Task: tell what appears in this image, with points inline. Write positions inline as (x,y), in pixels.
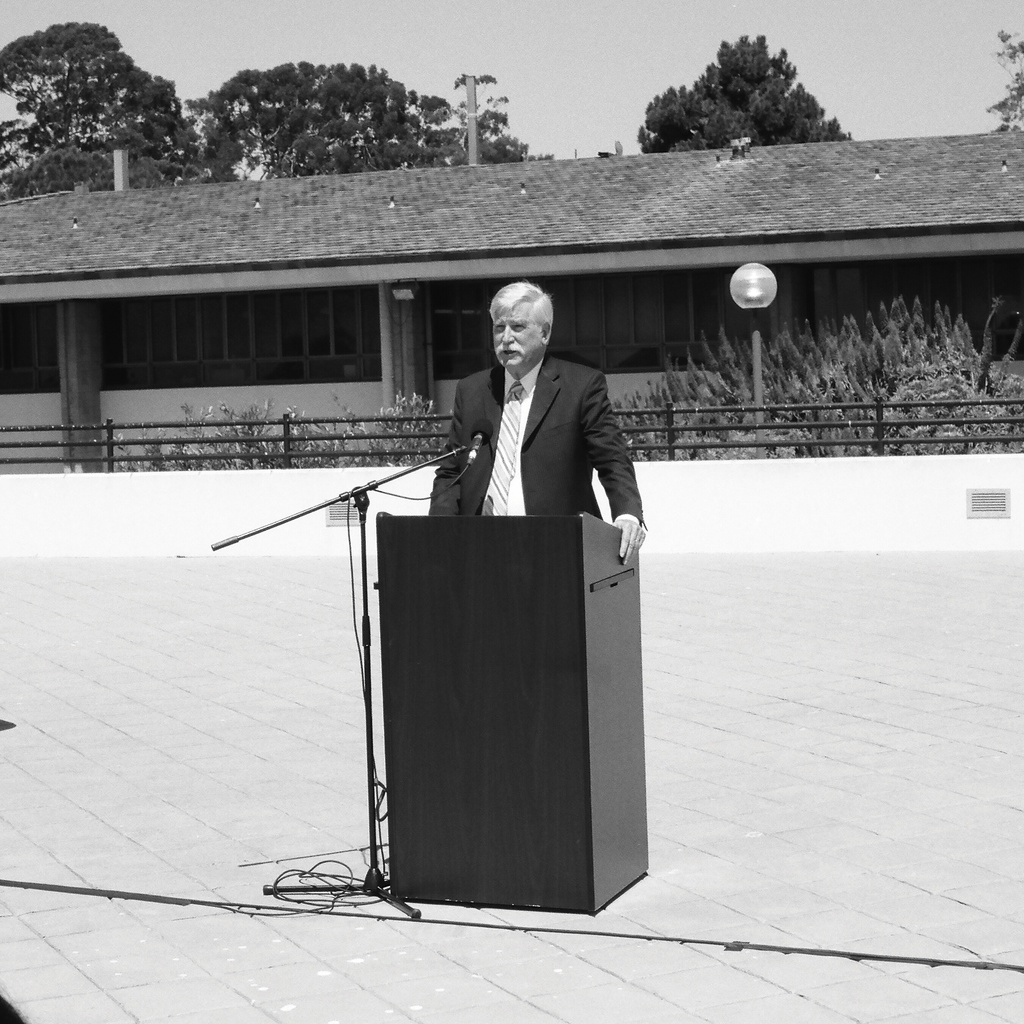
It is the black and white image in which there is a man (544,498) standing in front of the podium (534,657). There is a mic (411,471) in front of him. In the background (260,332) there is a house (417,248). Behind the house (434,291) there are trees (362,131).
